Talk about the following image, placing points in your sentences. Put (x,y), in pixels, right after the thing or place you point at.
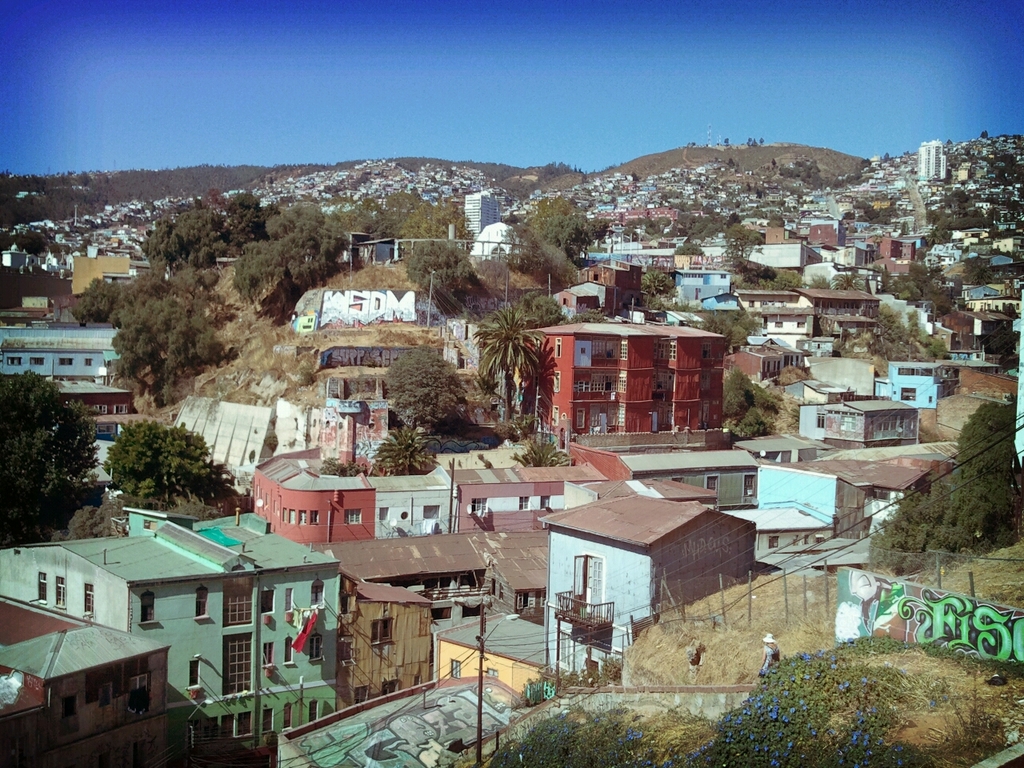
In this image we can see there are buildings (652,513), trees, utility poles (482,618), grass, mountains (120,199) and the sky (581,50).
